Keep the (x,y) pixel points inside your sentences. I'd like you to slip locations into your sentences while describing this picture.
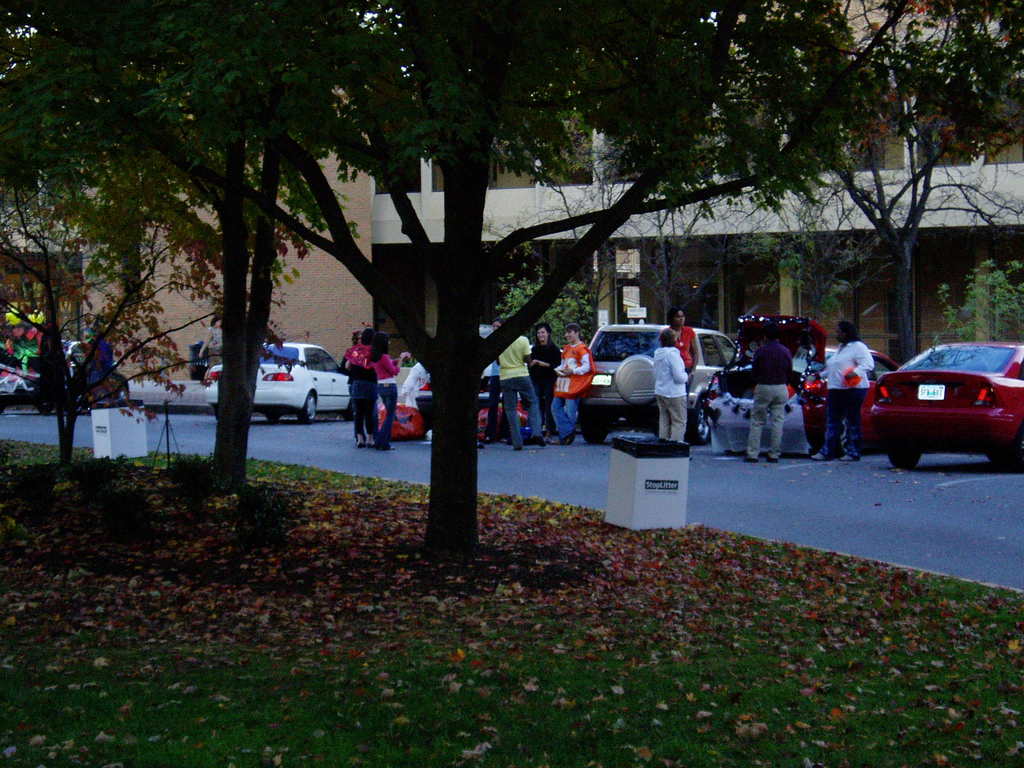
In this image there are people (676,410) standing beside the cars (601,406) in front of building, also there are trees (1004,110) behind them in the garden (328,598).
